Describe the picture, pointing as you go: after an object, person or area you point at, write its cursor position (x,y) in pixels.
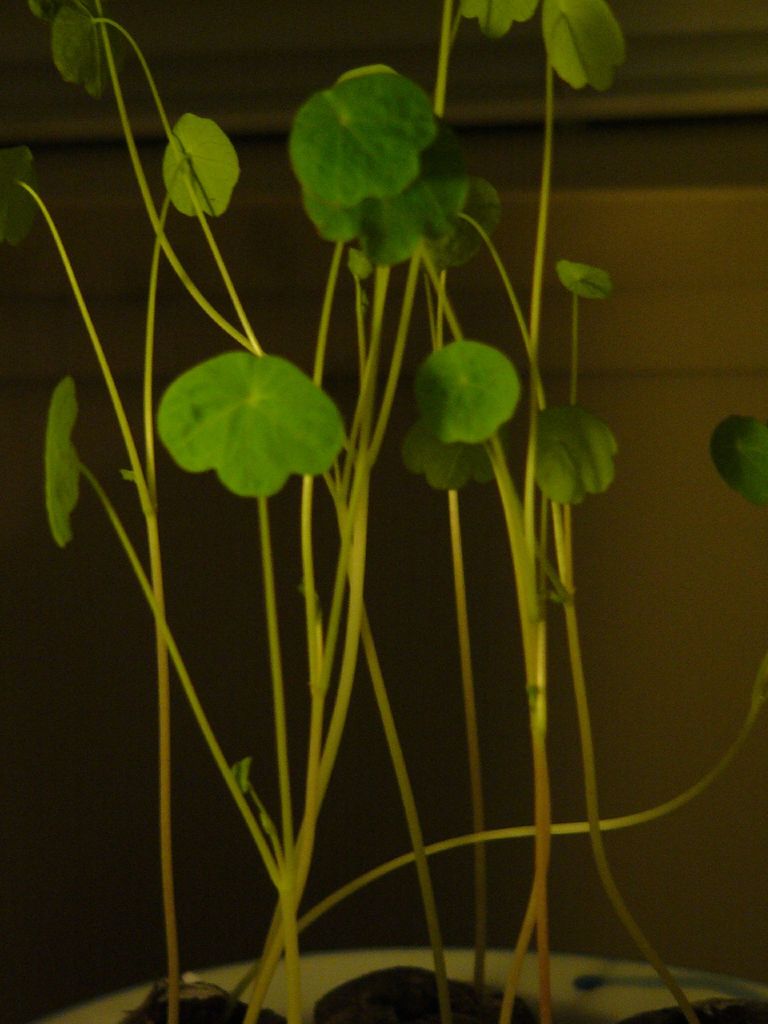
In this image, we can see a houseplant (535,860).
